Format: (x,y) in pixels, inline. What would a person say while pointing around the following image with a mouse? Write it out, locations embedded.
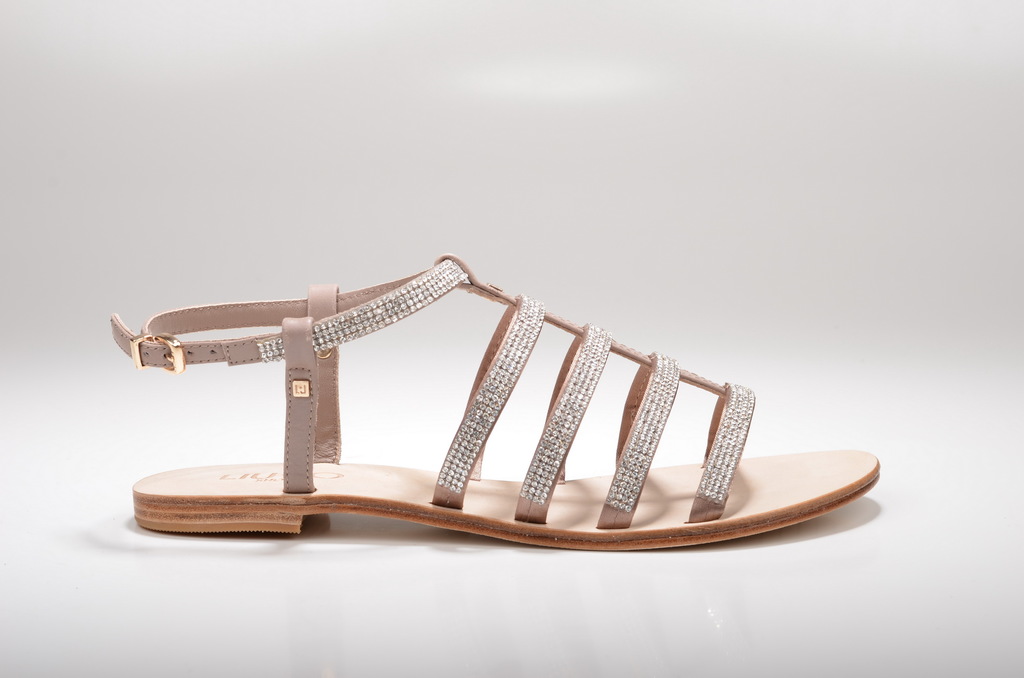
In this picture we can see a sandal (142,341) and in the background (100,192) it is in white color.
